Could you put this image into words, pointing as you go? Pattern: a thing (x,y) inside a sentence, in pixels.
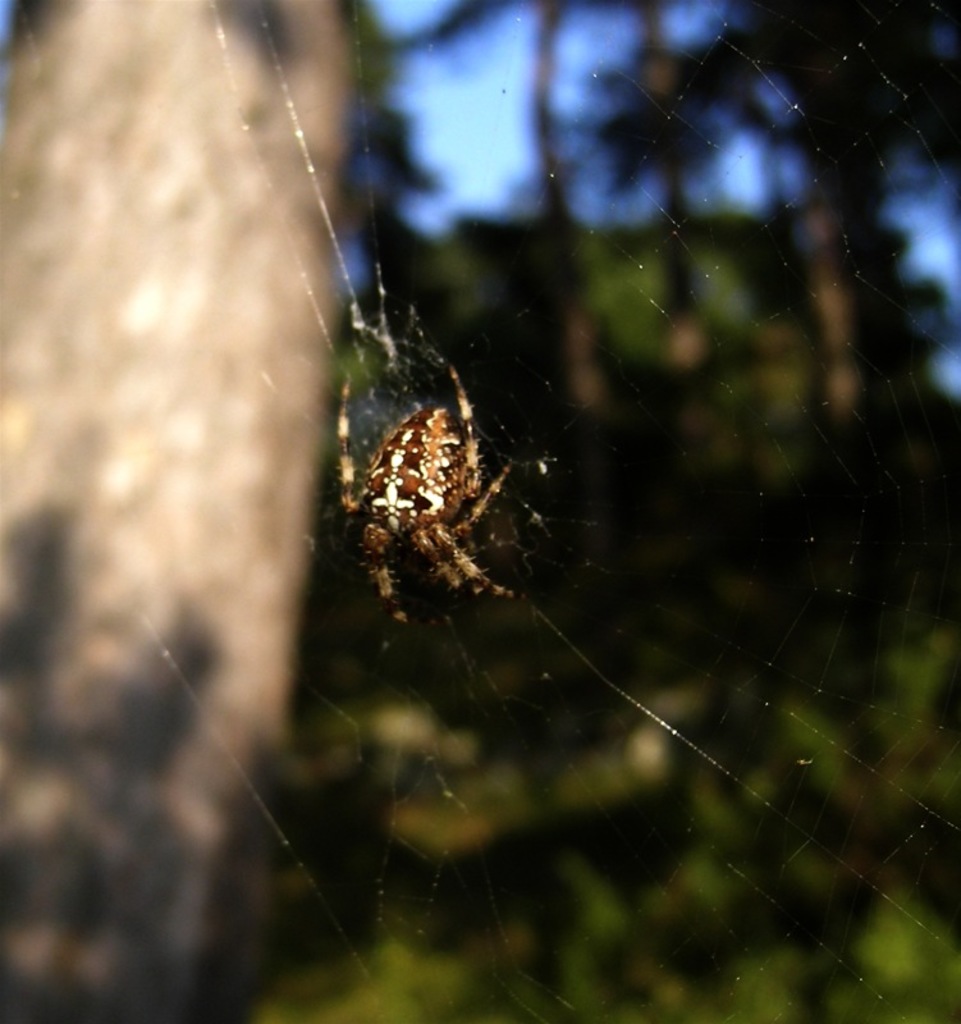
In this image I can see the spider (382,506) in brown and cream color. In the background (403,574) I can see few trees (668,162) in green color and the sky (484,131) is in blue color.
